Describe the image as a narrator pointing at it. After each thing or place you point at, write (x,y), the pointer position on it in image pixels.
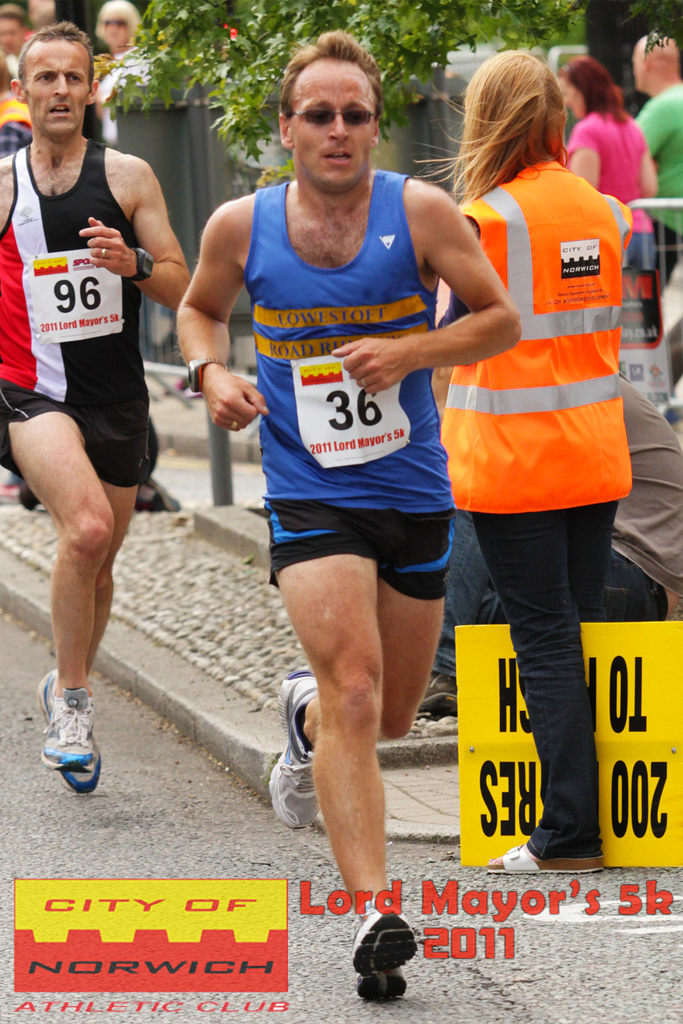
In this image we can see two people (308,697) running on the road (316,982) and to the side there is a pavement (268,621) and we can see a yellow board (485,861) with text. There are some people (549,565) and a tree (528,24) and we can see some text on the image.
